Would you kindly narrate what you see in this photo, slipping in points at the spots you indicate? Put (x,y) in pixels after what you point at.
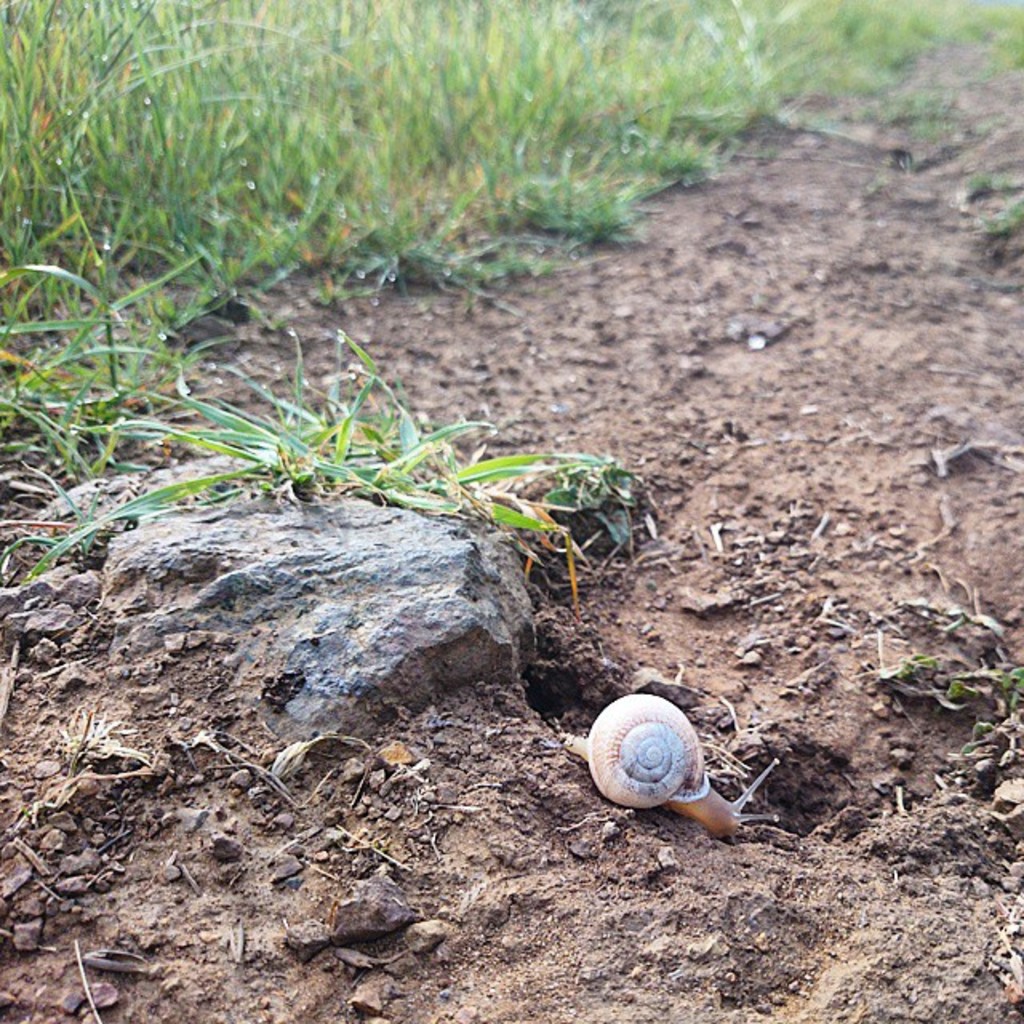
In this image I can see the shell (643,756) on the ground (620,865). The shell (627,796) is in brown color. To the side I can see the rock (279,545) and the green color grass (284,198).
